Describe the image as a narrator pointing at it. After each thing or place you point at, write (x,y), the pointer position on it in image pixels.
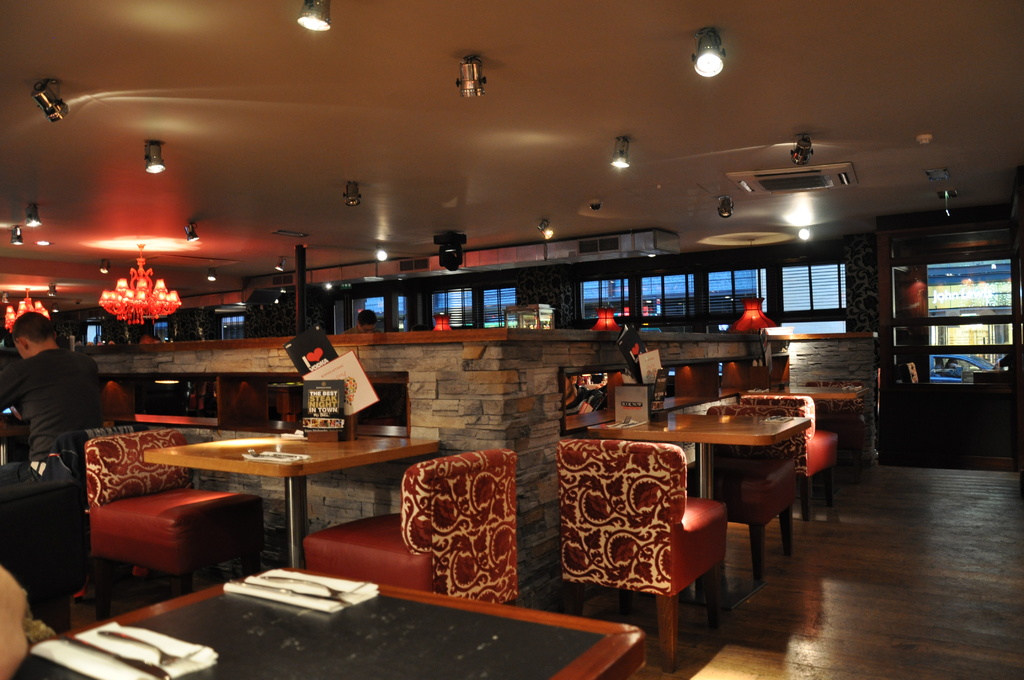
In this image there are tables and there are empty chairs (584,499). On the left side (52,413) there is a person (51,434) sitting on the chair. In the background (149,294) there are chandeliers (25,302) hanging there are lights (320,25) and there are windows (399,310) and behind the window (949,355) there is a car (954,368) which is blue in colour and there is a person (372,330) standing in the background (359,330). In the front (391,658) on the table (351,651) there are napkins (186,646) and there are spoons (153,648).
